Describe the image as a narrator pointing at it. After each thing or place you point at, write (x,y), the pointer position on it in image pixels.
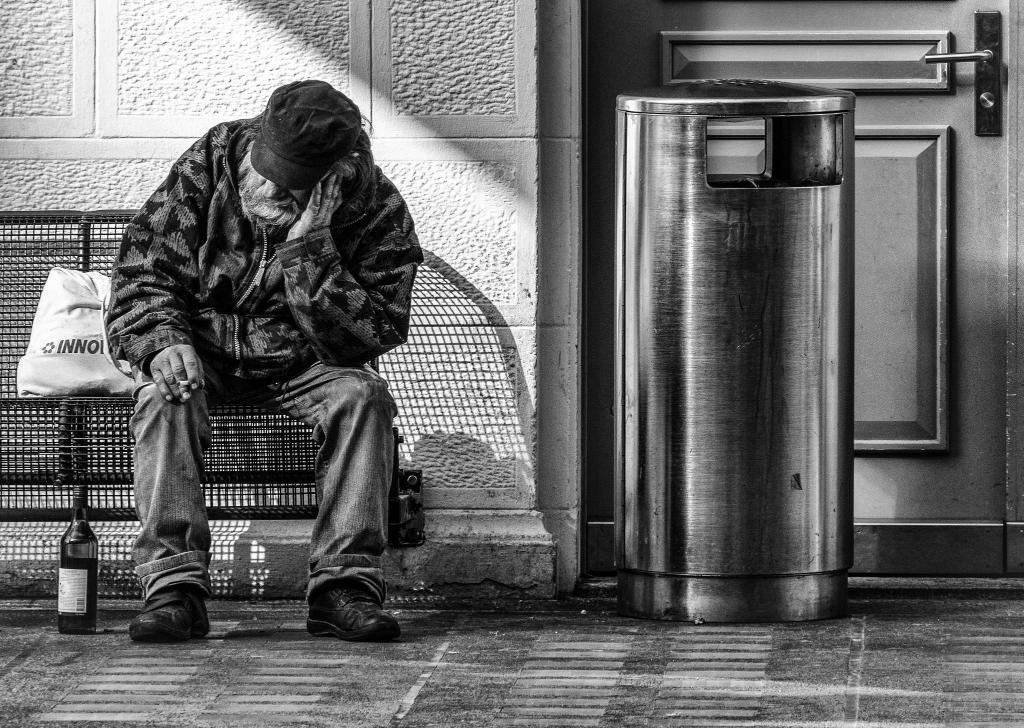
This is a black and white picture. Here is the man (159,391) sitting on the bench (111,415). this is the bag (85,357) beside him. This is the bottle (71,601) placed on the floor (58,665). This is the dustbin (733,367). This is the door (909,122) which is closed with the door handle (975,17). This is the wall (313,63).
